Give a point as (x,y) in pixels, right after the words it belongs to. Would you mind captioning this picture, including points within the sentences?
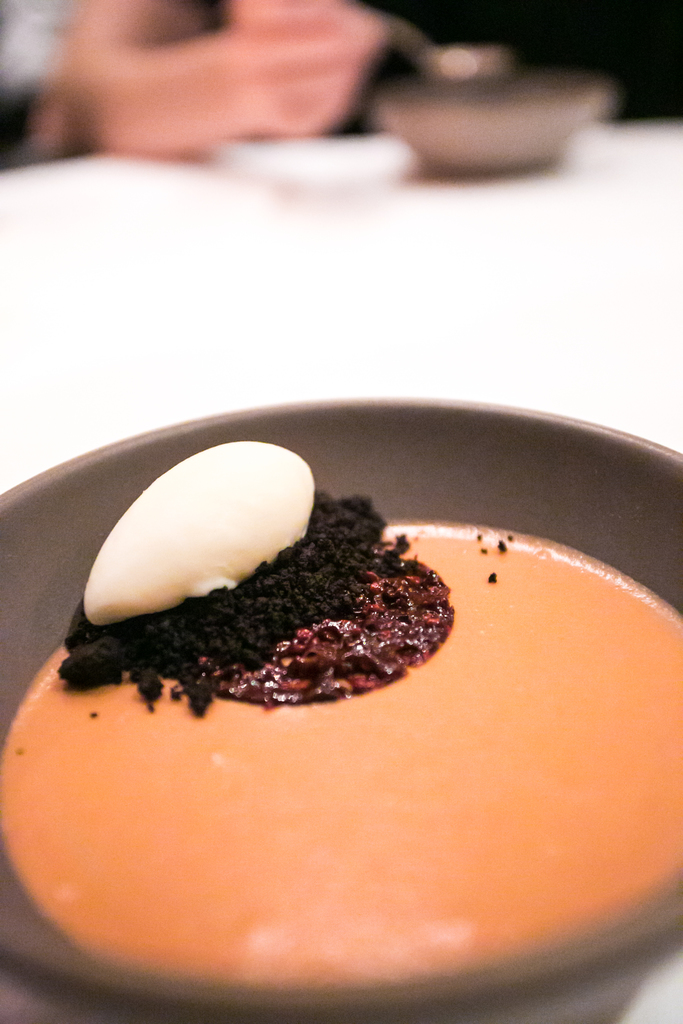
In this image there is a table (46,253), on that table (46,253) there is a bowl (430,451) in that bowl (421,450) there is food item (196,574), in the background (250,79) it is blurred.
